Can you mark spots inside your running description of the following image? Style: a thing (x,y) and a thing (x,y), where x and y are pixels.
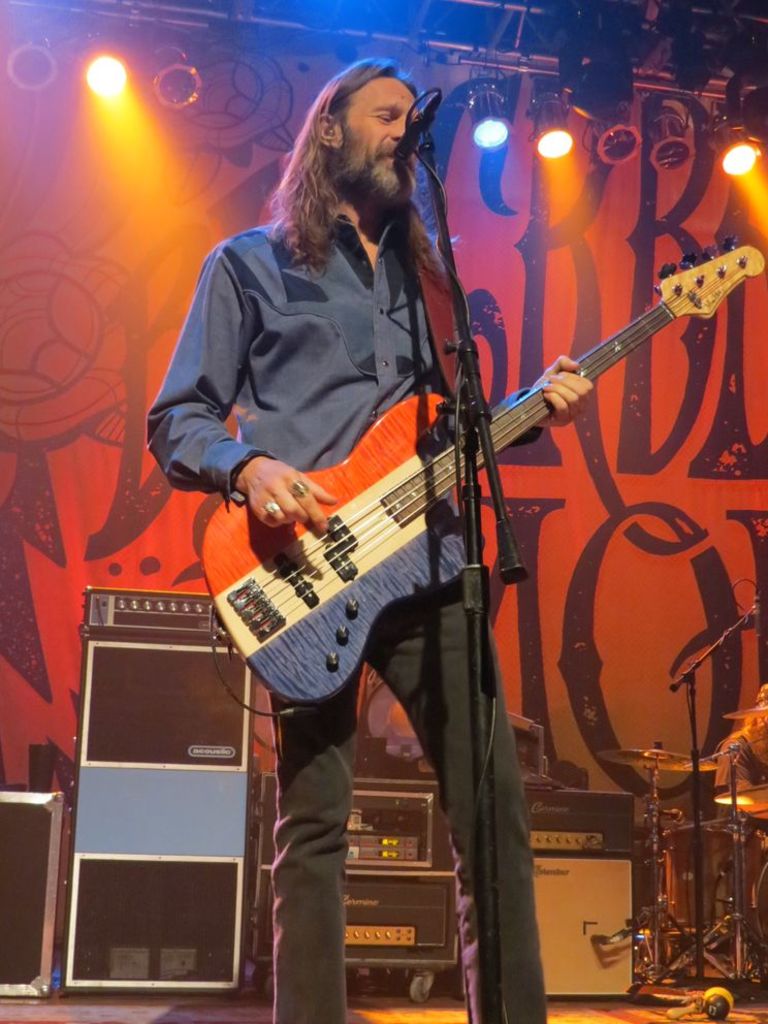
In this image it seems like there is a man (323,818) playing the guitar (357,557) in the concert. In front of him there is a mic (404,159). At the top (42,64) there are lights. In the background (227,732) there are speakers (217,730) and an amplifier (130,615) on it. On the right side (764,803) there are drums (675,840) and musical plates (701,767).
